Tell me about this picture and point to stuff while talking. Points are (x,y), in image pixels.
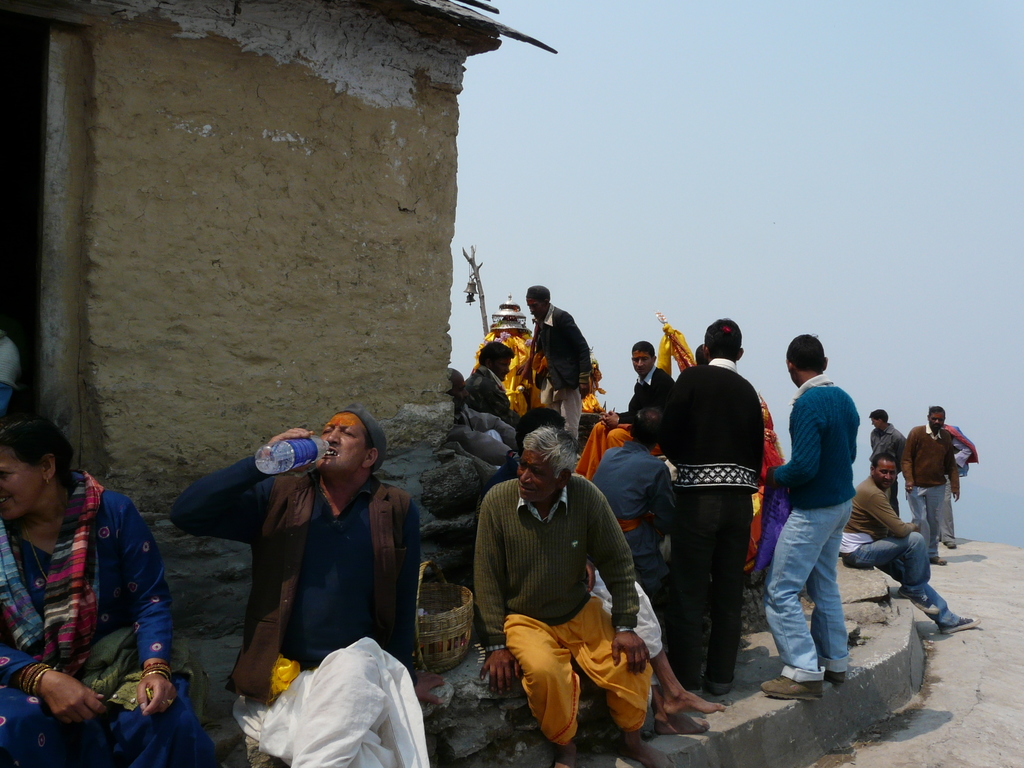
In this image, we can see some people (324,571) sitting, there are some people (729,498) standing, we can see a wall (187,165), at the top (867,75) there is a sky (747,119).
